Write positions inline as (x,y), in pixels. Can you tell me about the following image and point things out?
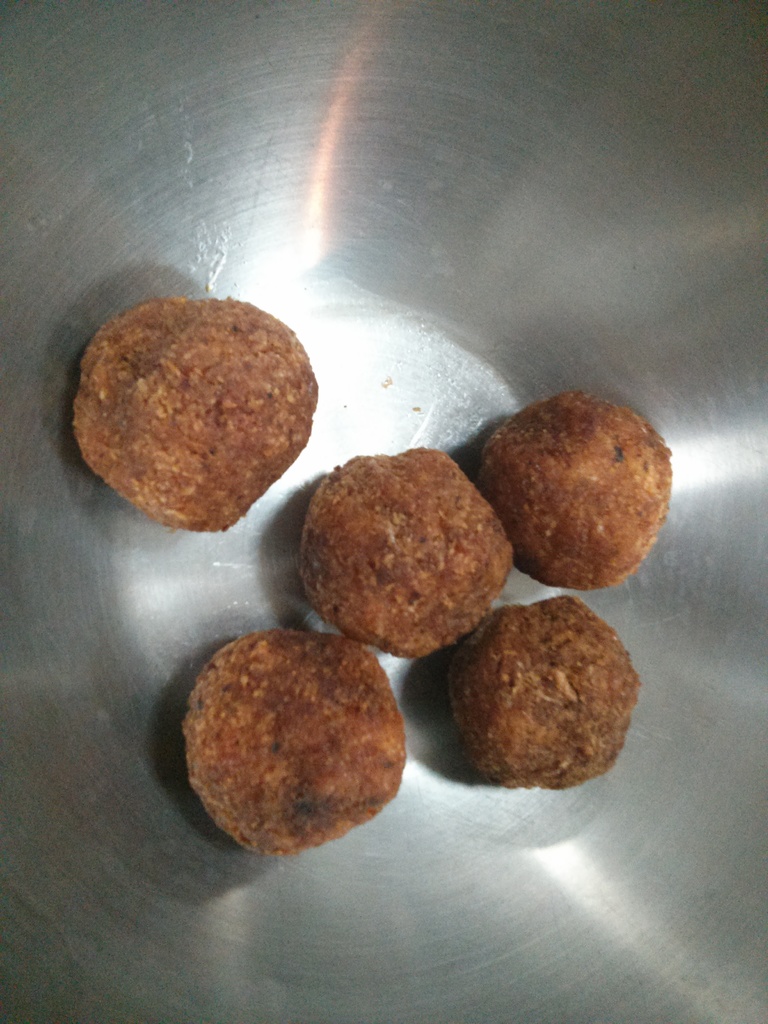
In the picture we can see a steel bowl (440,990) and five sweets (425,569) in it.
